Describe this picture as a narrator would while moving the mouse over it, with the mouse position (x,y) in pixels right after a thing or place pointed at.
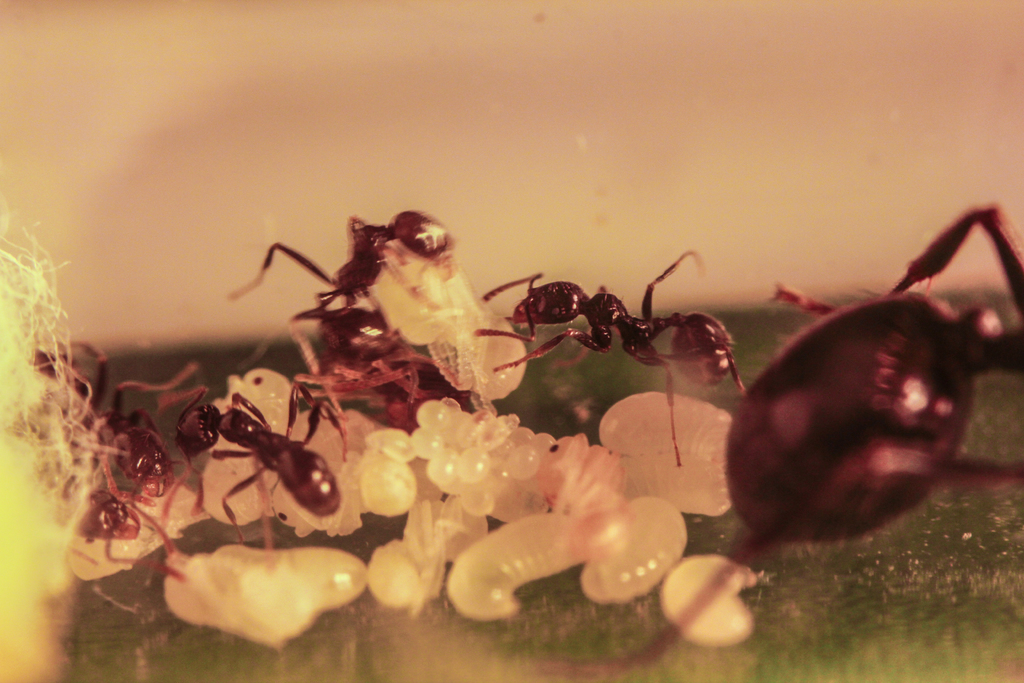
In the picture we can see a green, color surface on it, we can see some ants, which are black in color and some eggs (519,462) and in the background (308,214) we can see a cream color background (493,123).
